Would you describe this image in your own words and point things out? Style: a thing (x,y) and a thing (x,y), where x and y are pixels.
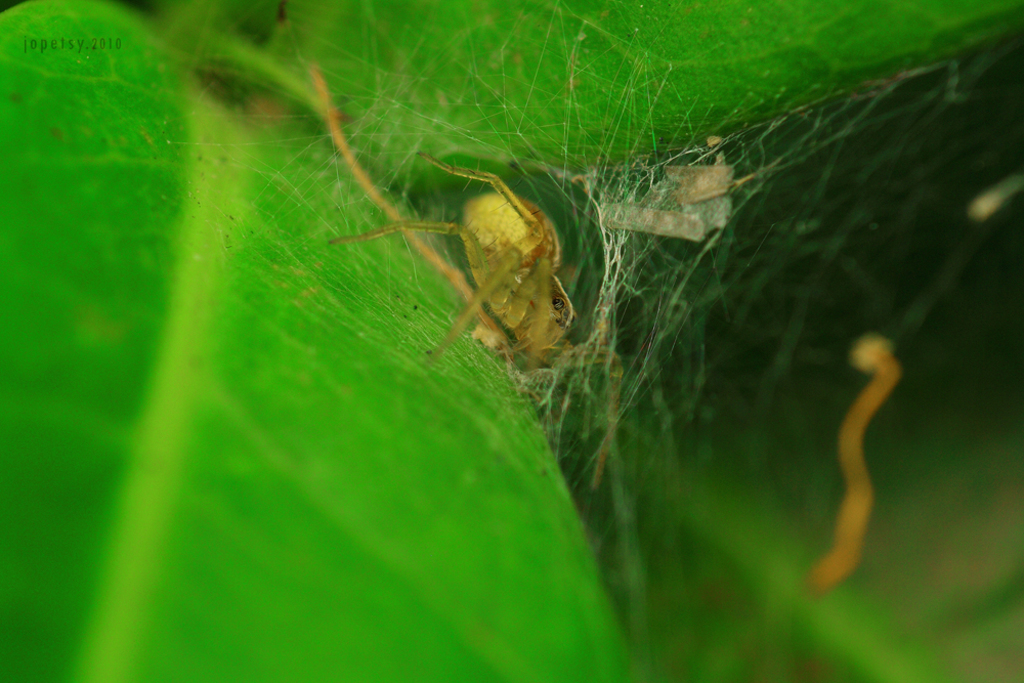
In this image in the center (537,330) there is one spider (520,304) and web (409,210), in the background (368,227) there is a plant (583,559).
